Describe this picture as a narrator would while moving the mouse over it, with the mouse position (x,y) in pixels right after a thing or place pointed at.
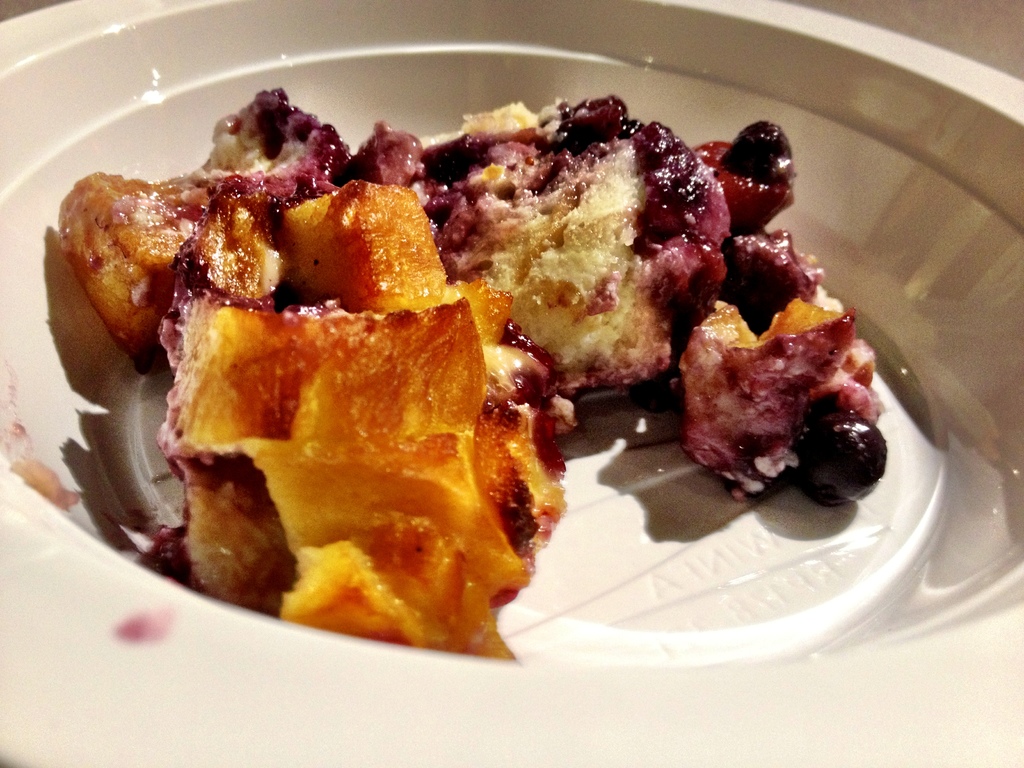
In the image there is some dessert (318,242) served in a bowl (7,339).
